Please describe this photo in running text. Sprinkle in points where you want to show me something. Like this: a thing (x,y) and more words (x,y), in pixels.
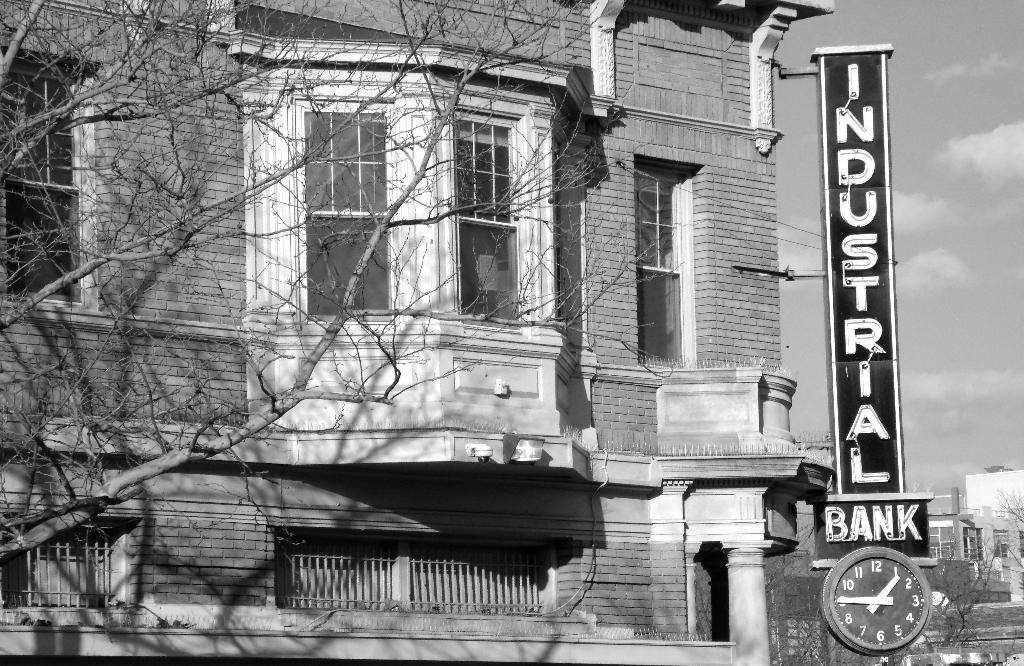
In this image I can see few buildings (771,50), glass windows (469,285), trees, boards (840,349) and clock (874,647). The image is in black and white.
